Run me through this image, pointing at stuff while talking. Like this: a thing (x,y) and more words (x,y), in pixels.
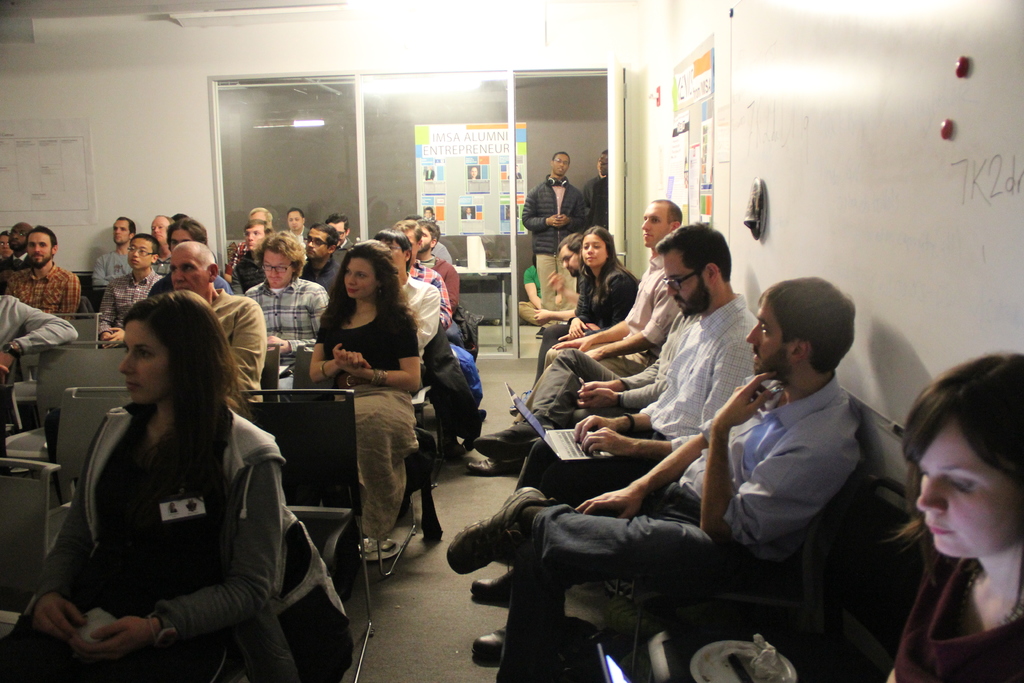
In this image we can see few people (363,388) sitting on chairs (269,356) in a room (680,514), some of them are working on laptops (560,449), there are few posters (685,103) attached to the walls (745,154) and in the background (370,160) there is a glass door (507,332) and a person (557,225) is standing and wearing a headphone (552,178).
